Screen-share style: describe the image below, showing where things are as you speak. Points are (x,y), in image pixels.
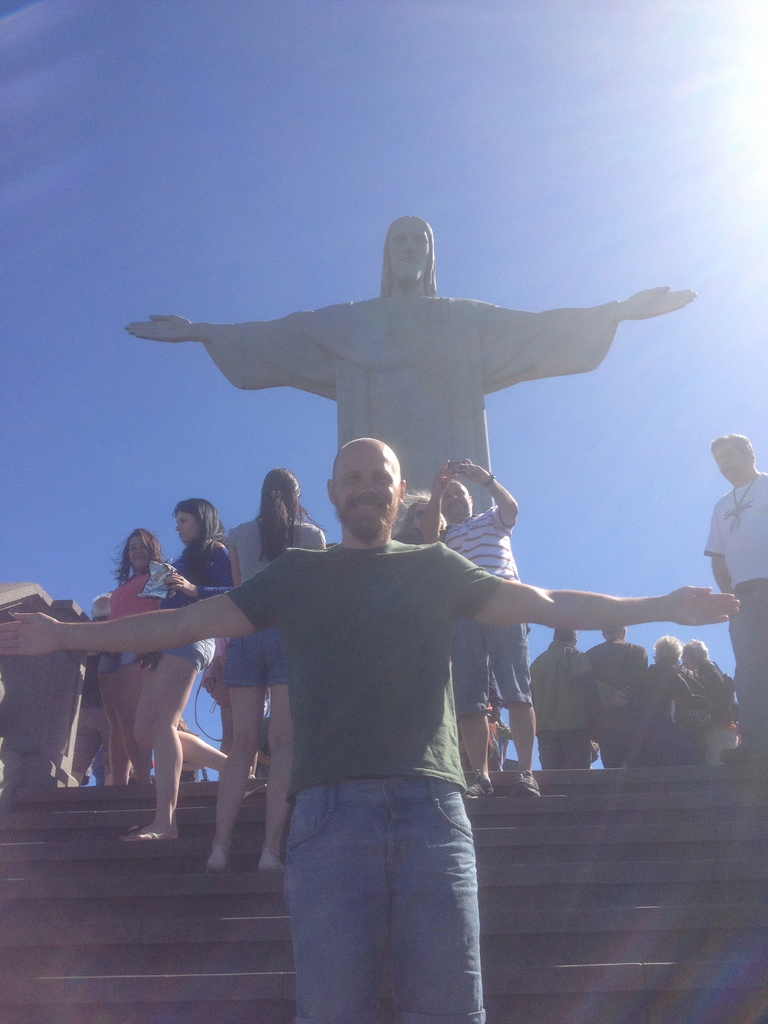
In this image we can see many people (696,734), and some of them are standing on the stairs (549,784) and in the background (282,351) we can see a Christ Redeemer statue (285,340) and the sky (249,136).
